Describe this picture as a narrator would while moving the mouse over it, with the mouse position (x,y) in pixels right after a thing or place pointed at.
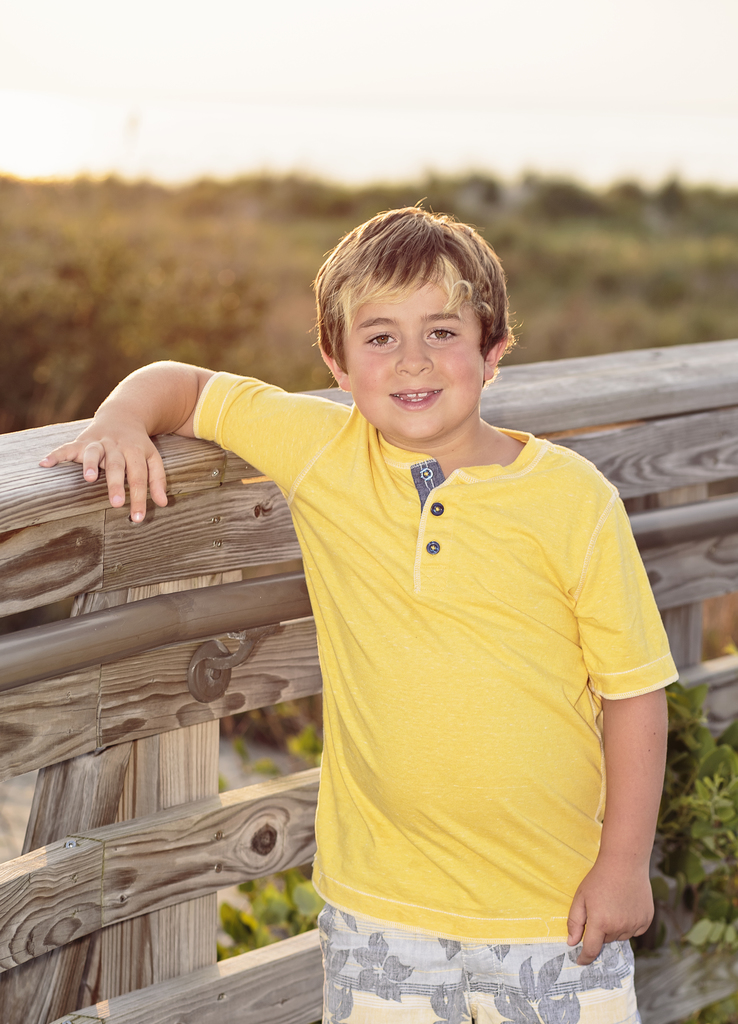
In this image there is a boy (411,606) in the middle (380,635) who kept his hand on the wooden fence (210,577). Beside him there are plants (705,821). In the background (154,221) it looks like there are plants (241,197) on the ground (200,240).
